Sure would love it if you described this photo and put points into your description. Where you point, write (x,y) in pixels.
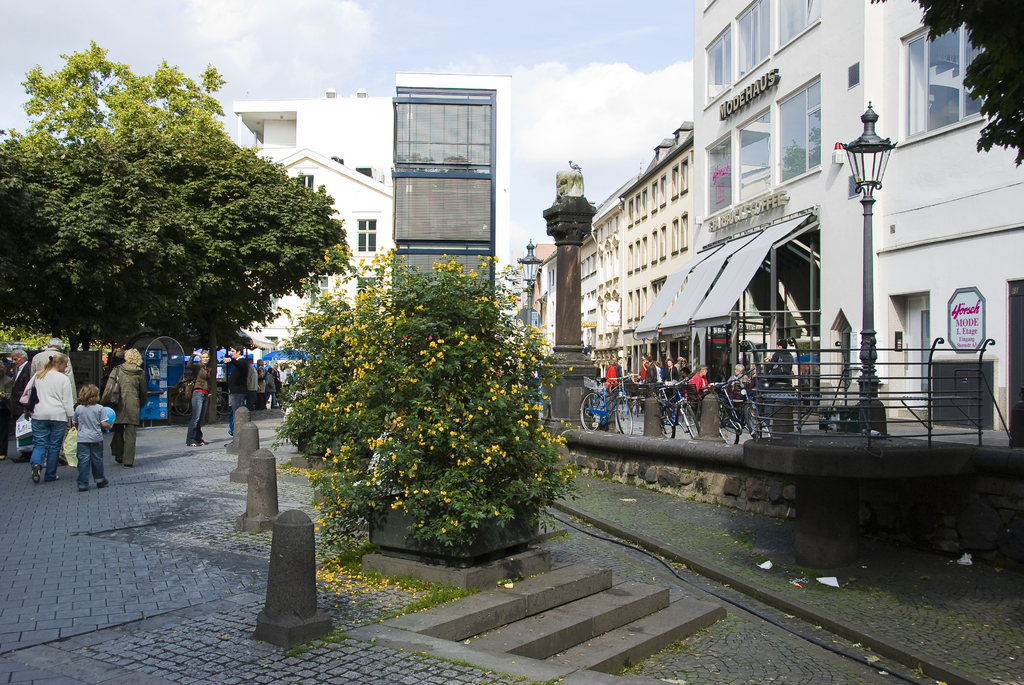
Here in this picture in the middle (470,385) we can see a plant (471,390) present on the ground (261,590) over there and we can also see trees (190,327) present here and there, we can see buildings (382,216) present all over there and we can see lamp posts (539,260) here and there and we can see people (134,423) walking and standing on the ground (64,479) here and there and on the right side (683,388) we can see bicycles (669,387) present over a place and we can see clouds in the sky (549,177).
